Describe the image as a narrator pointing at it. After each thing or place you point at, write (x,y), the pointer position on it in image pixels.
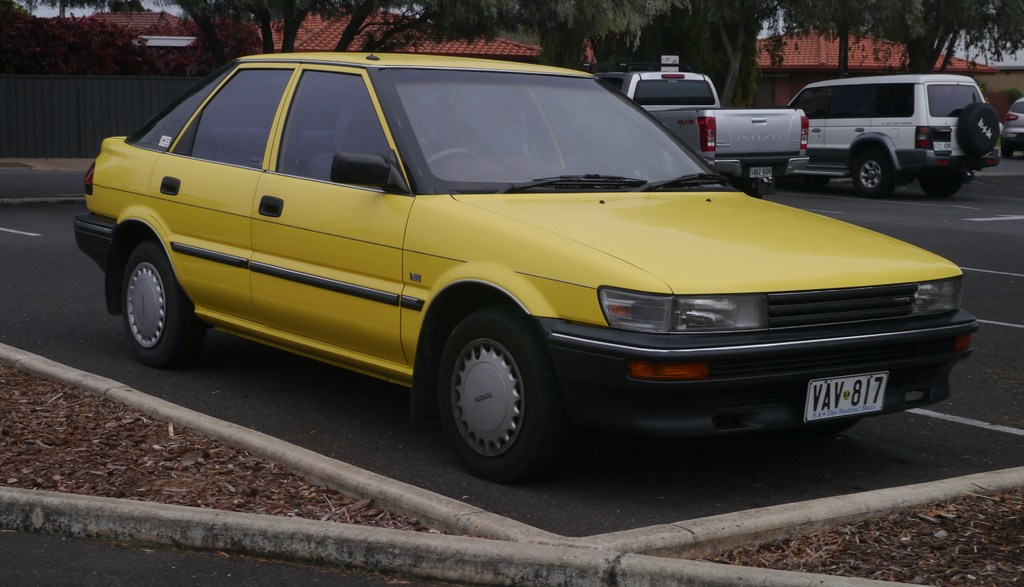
In this image we can see a yellow color car (359,194) parked here. Here we can see dry leaves (111,441). In the background (937,80), we can see a few more cars (768,131) parked on the road (1015,365), fence (117,83), trees (906,17) and houses (871,57).
